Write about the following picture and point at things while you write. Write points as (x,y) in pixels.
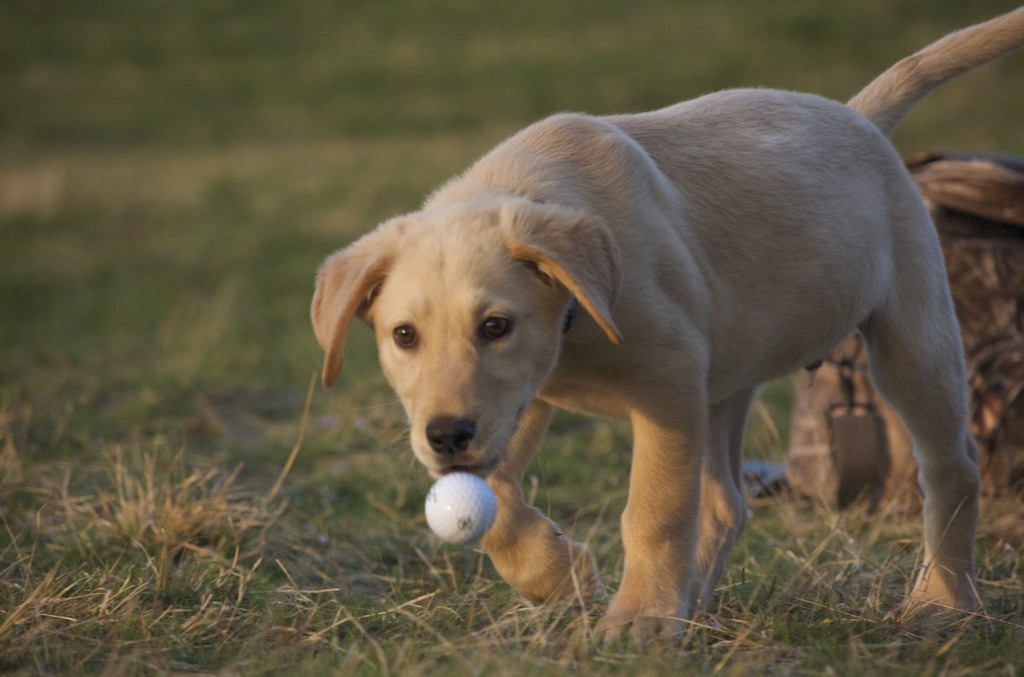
In this picture there is a dog (531,142) in the center of the image (408,351) on the grassland (356,432) and there is a ball (446,512) at the bottom side of the image (440,499) and there is a bag (959,294) in the background area of the image (965,283).
